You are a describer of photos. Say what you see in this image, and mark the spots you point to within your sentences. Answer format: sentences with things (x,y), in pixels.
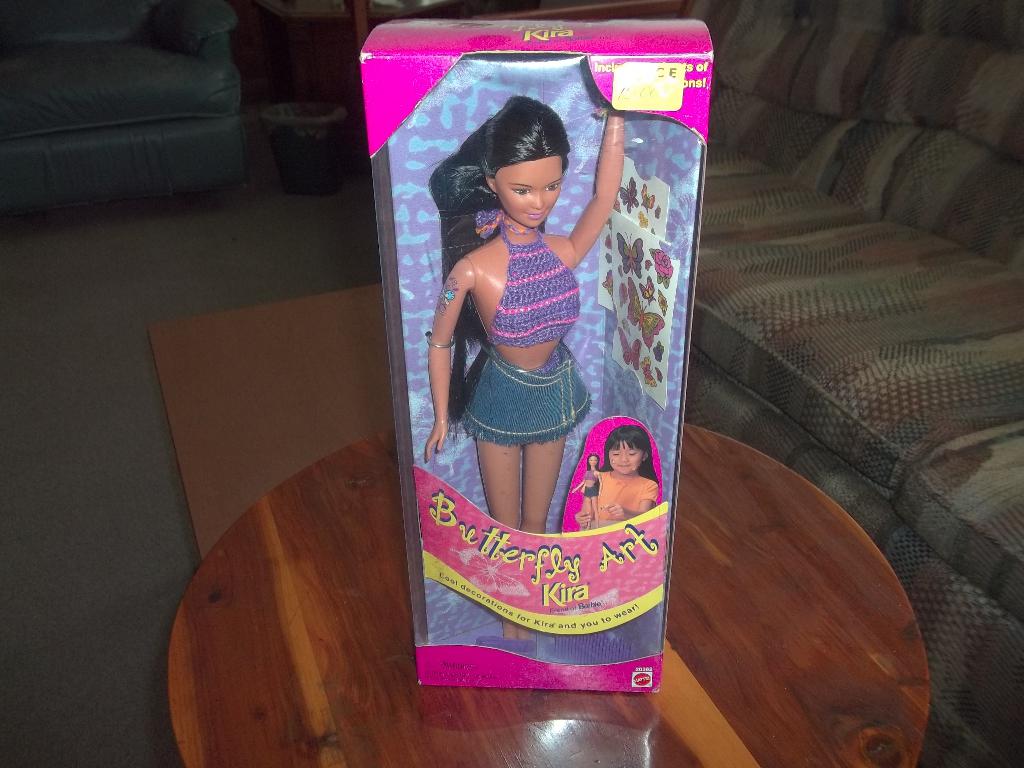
In this image, I can see a barbie doll (547,407), which is packed in a box (626,608) and placed on the wooden table (774,589). I think this looks like a dustbin (312,162), which is placed on the floor (284,212).
